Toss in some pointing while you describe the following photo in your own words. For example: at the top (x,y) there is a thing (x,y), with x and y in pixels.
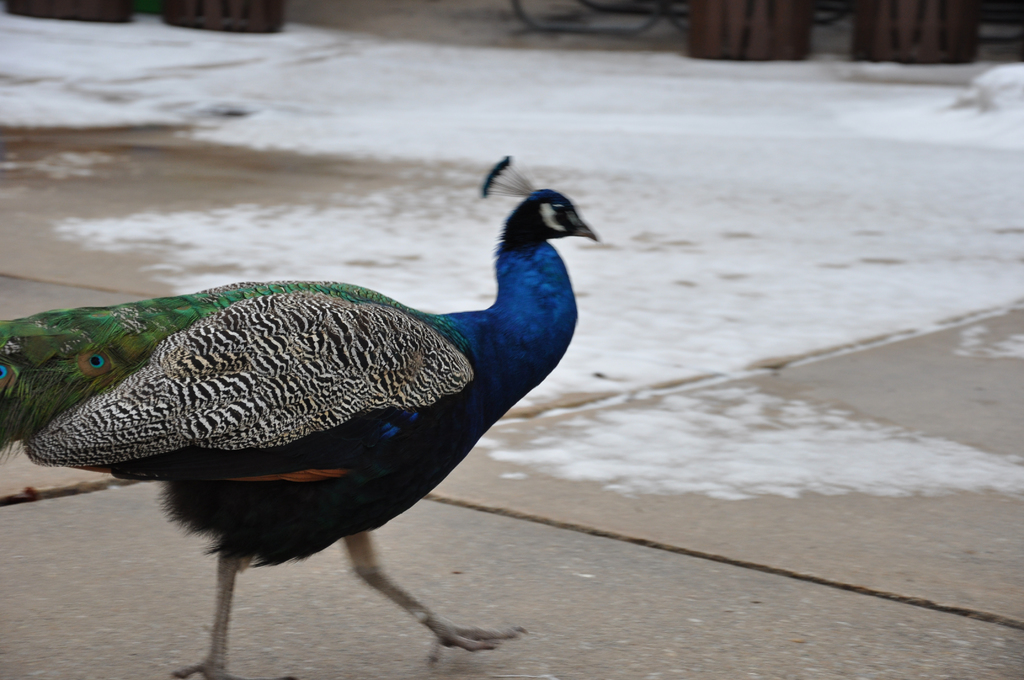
In this image I can see a peacock (397,410) walking on the road (633,591). Peacock (413,358) is in green, blue, black and brown color. I can see a snow (771,161) on the floor (726,589).
